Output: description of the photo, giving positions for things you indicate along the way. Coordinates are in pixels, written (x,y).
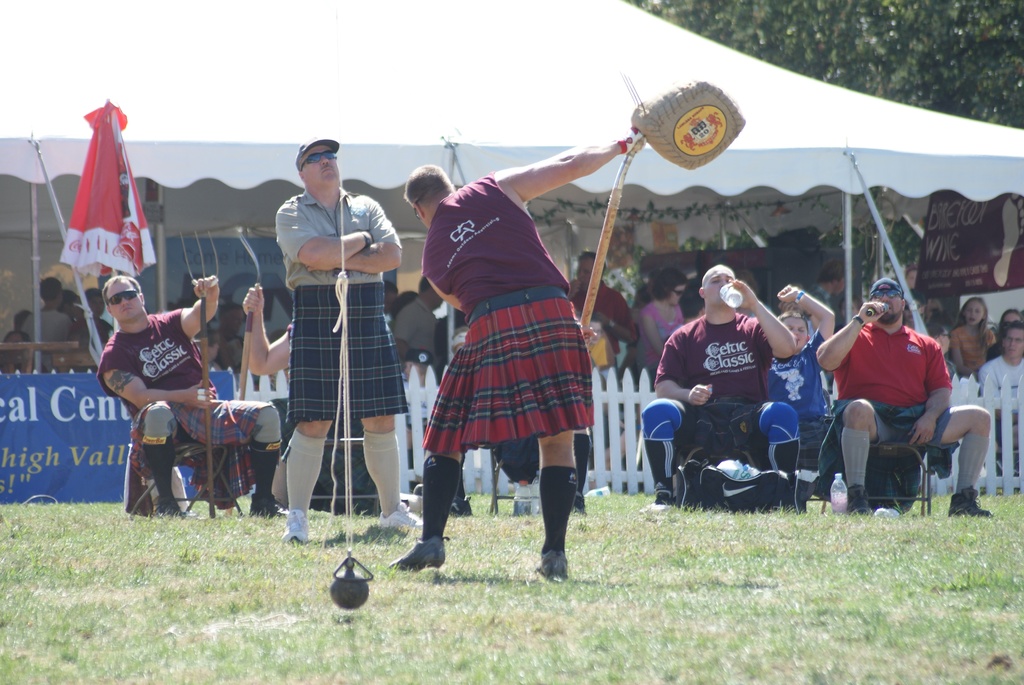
A person (507,372) is performing some activity and around him the crowd (756,296) is enjoying the play and all of them are gathered in an open area (609,554) and the climate is sunny.
